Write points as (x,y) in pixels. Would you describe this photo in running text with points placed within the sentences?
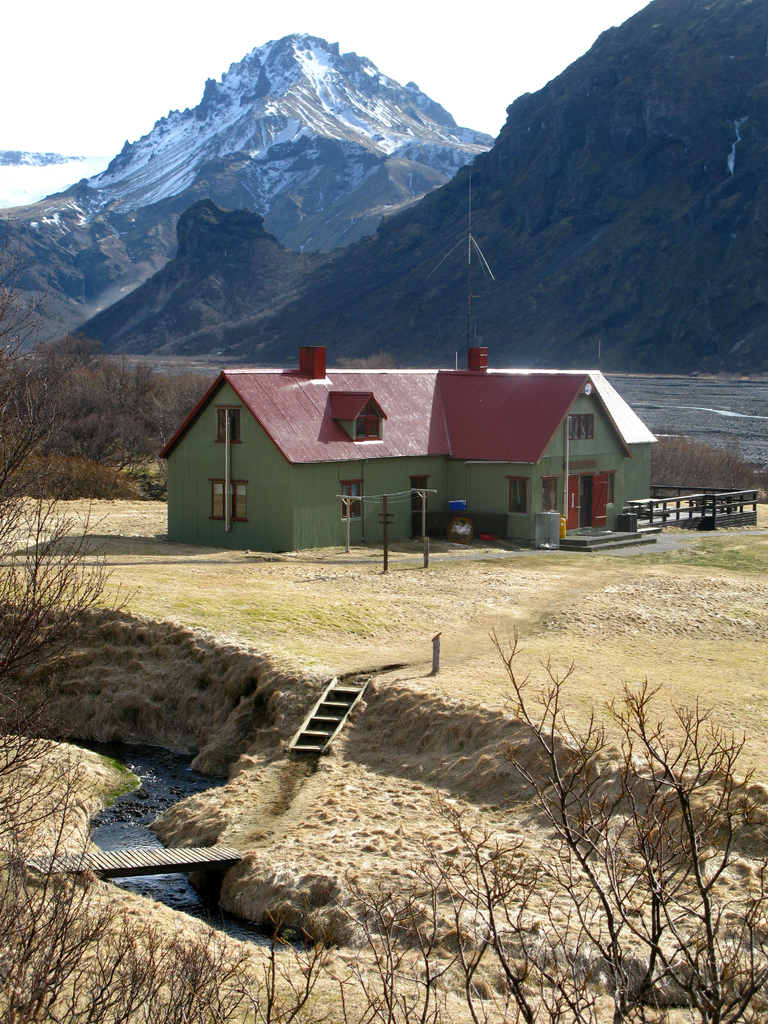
In the center of the image (378,428) there is a house (390,454). At the bottom (180,773) we can see stairs (308,725), water (168,773), bridge (109,860) and trees (487,934). In the background (623,232) there are hills (683,246) and sky (190,48).
